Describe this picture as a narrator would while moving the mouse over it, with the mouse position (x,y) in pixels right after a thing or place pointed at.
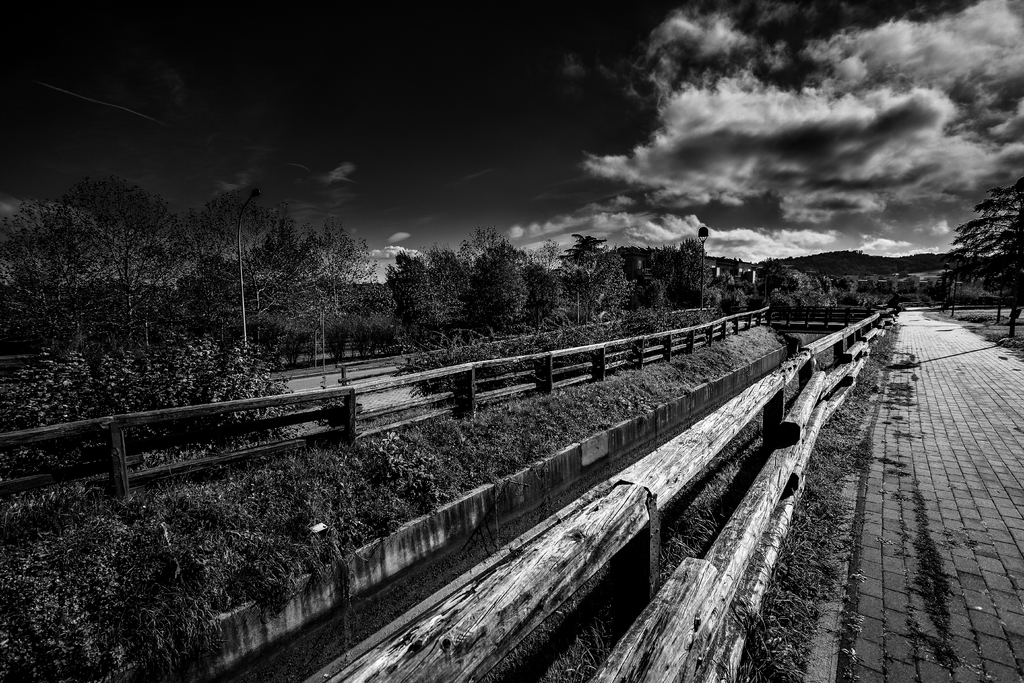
This is a black and white image. In this image we can see sky (633,106) with clouds (761,106), street poles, street lights (705,230), trees (562,328), roads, grass (317,494) and wooden fences (647,631).
